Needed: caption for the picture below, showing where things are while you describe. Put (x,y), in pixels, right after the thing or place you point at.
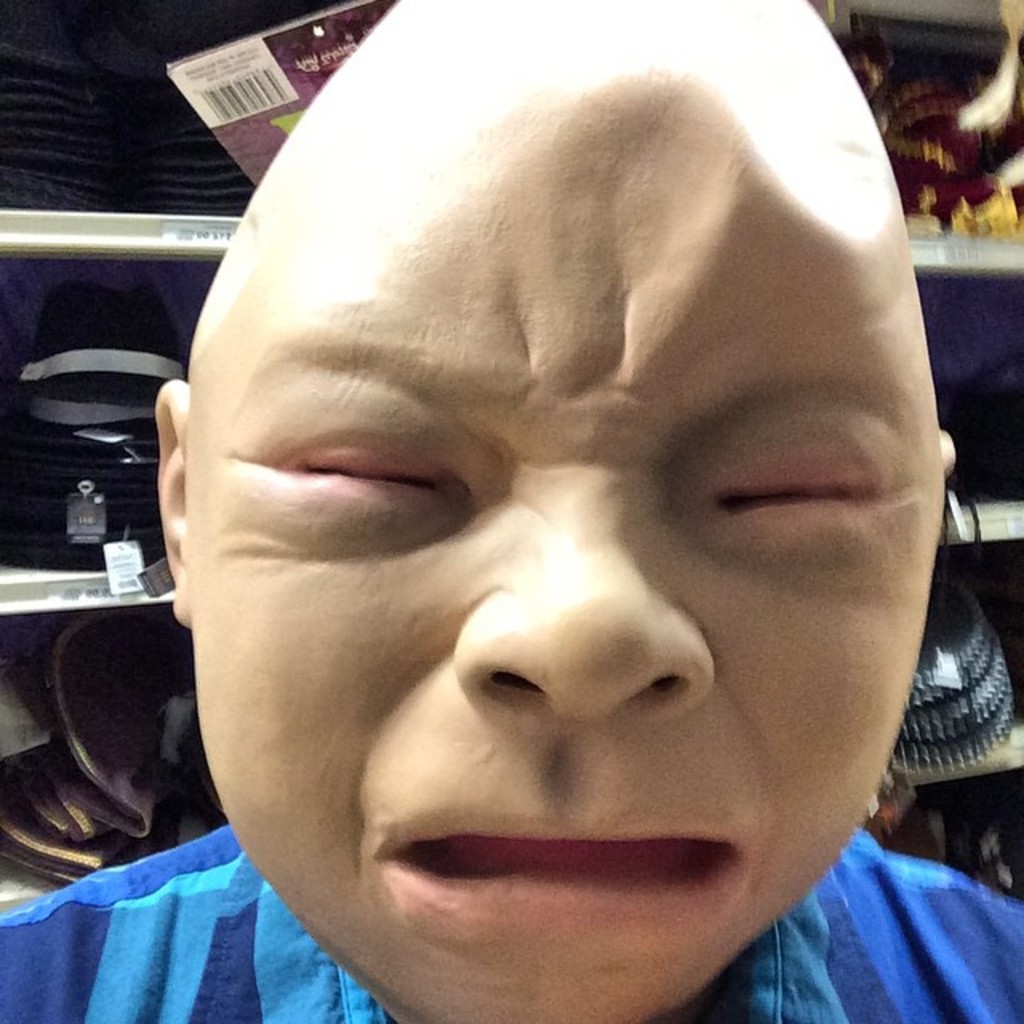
In this image, we can see a person (696,188) wearing a mask (633,175), in the background (958,209), we can see a rack (181,242) and we can see some products (958,209) kept in the rack (114,221).
